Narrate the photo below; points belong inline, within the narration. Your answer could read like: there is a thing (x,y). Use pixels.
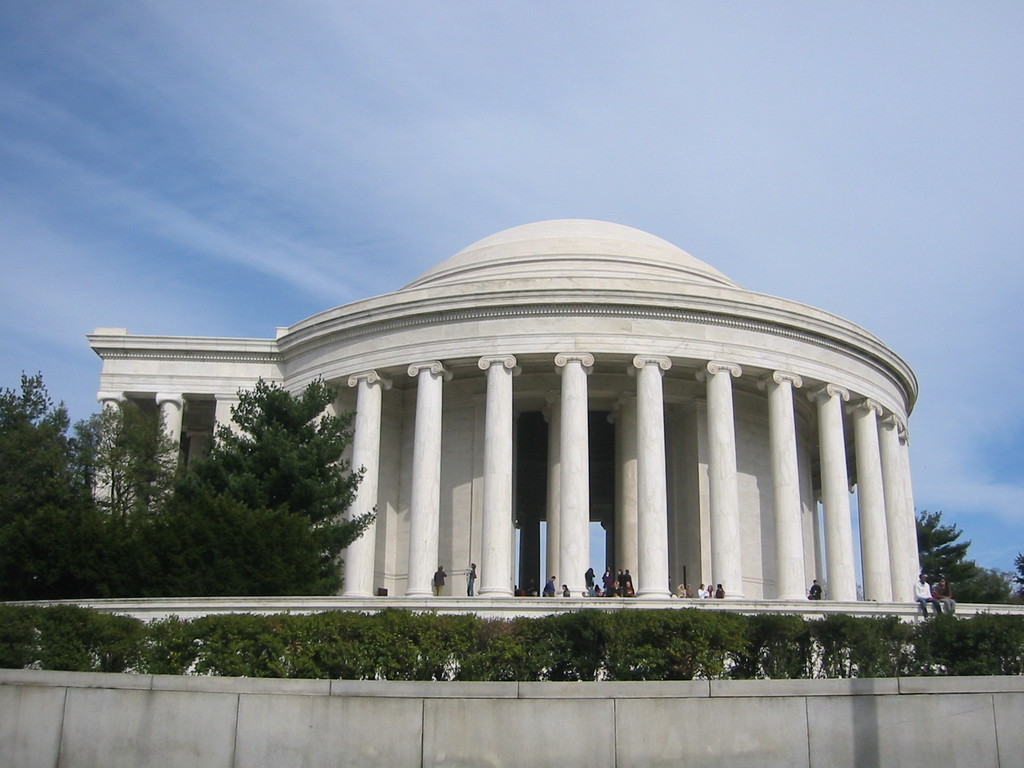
In the foreground (536,649) I can see a fence (528,690), plants (495,646), trees (228,580) and a group of people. In the background (833,355) I can see pillars (778,583), building (796,352) and the sky (235,96). This image is taken may be during a day.
